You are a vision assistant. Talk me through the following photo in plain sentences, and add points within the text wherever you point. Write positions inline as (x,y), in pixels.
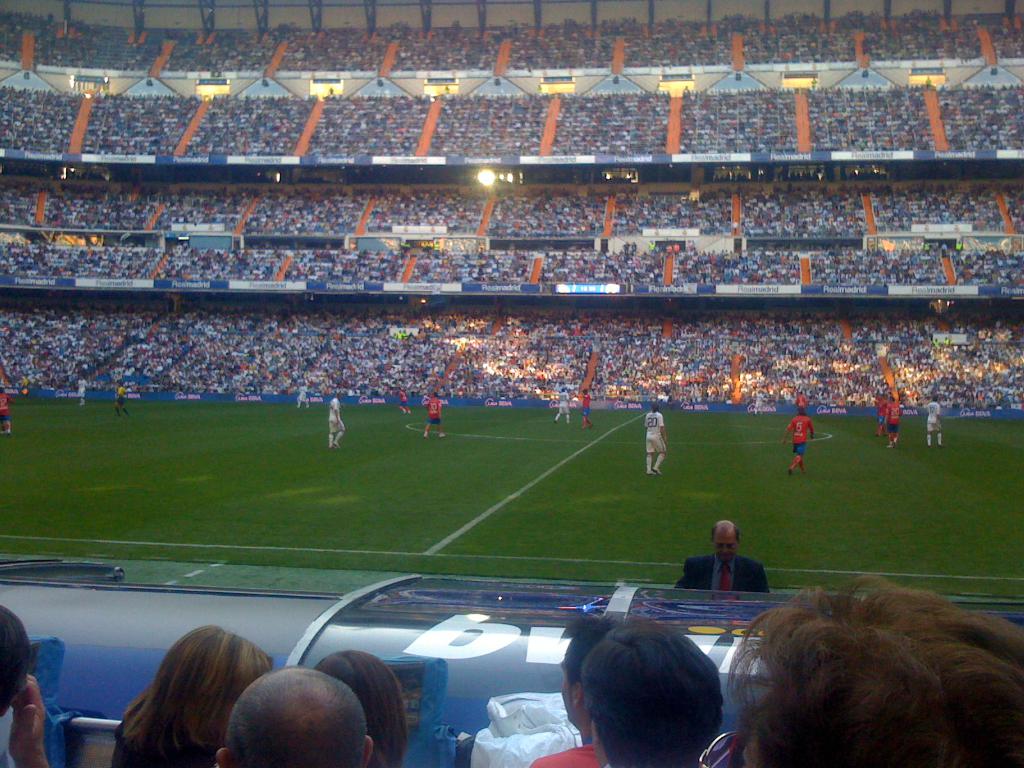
In this image in the ground (510,492) few players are playing football. In the stadium (336,196) there are many people (584,203). In the foreground (321,690) there are many people (774,687). Here there is a light (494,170).
